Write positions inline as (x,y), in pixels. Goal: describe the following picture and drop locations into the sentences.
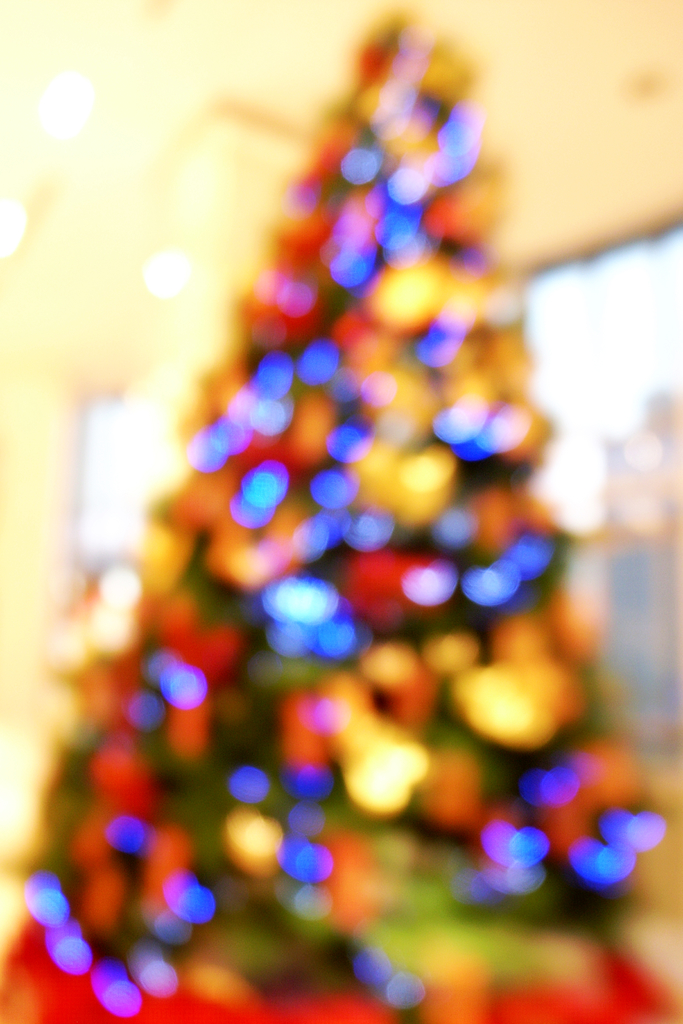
This image a little blurred. This image is taken indoors. In the middle of the image (294,385) there is a Christmas tree (363,775) decorated with lights (292,629) and decorative items (409,302).
